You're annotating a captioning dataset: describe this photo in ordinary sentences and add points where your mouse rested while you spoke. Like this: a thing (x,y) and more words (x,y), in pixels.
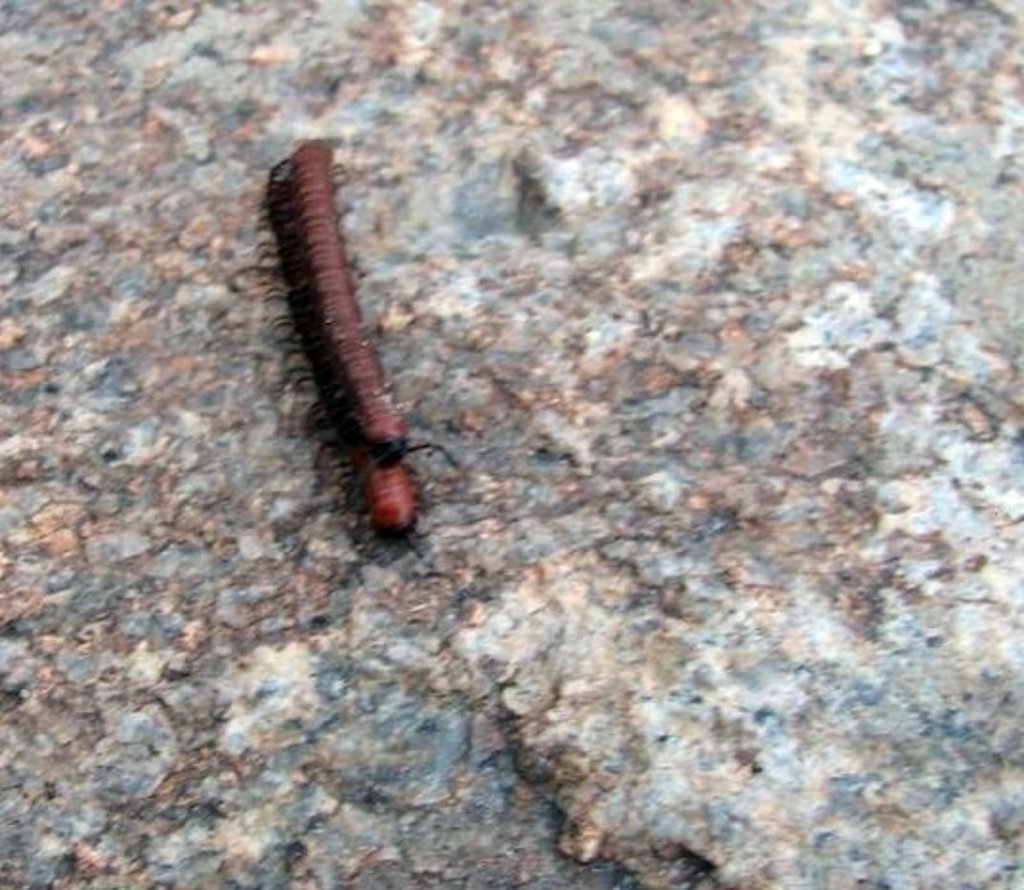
In this picture I can see there is a millipede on the rock (492,603). It is in red color.
